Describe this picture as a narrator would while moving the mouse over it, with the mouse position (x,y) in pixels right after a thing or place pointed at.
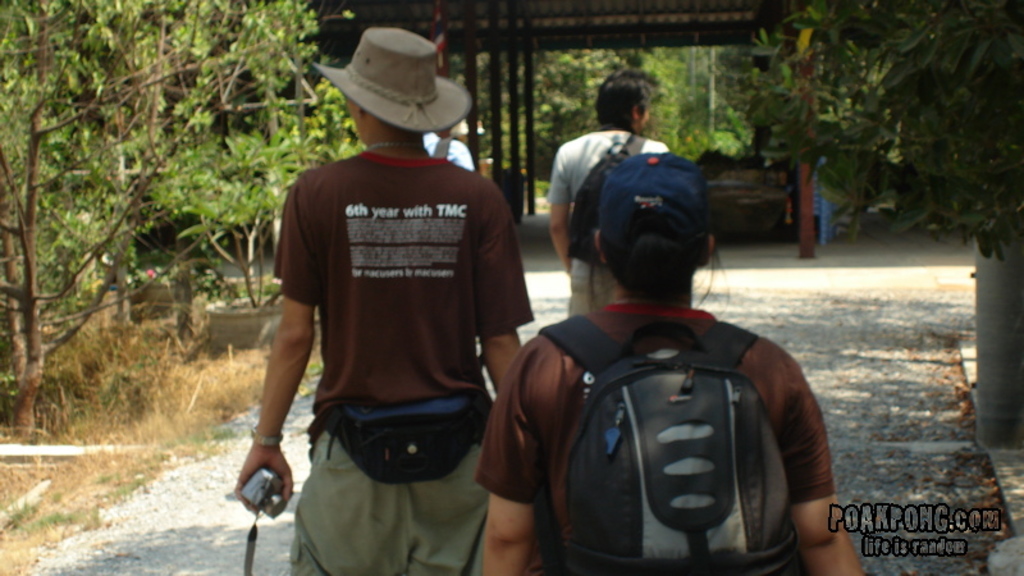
There are four persons (380,292) walking. This person (546,408) is wearing a backpack bag (700,453) and this person (238,494) is holding a camera (271,489) in his hand (275,459). These are the trees (157,161). At background (507,74) this looks like a shelter (614,24).
